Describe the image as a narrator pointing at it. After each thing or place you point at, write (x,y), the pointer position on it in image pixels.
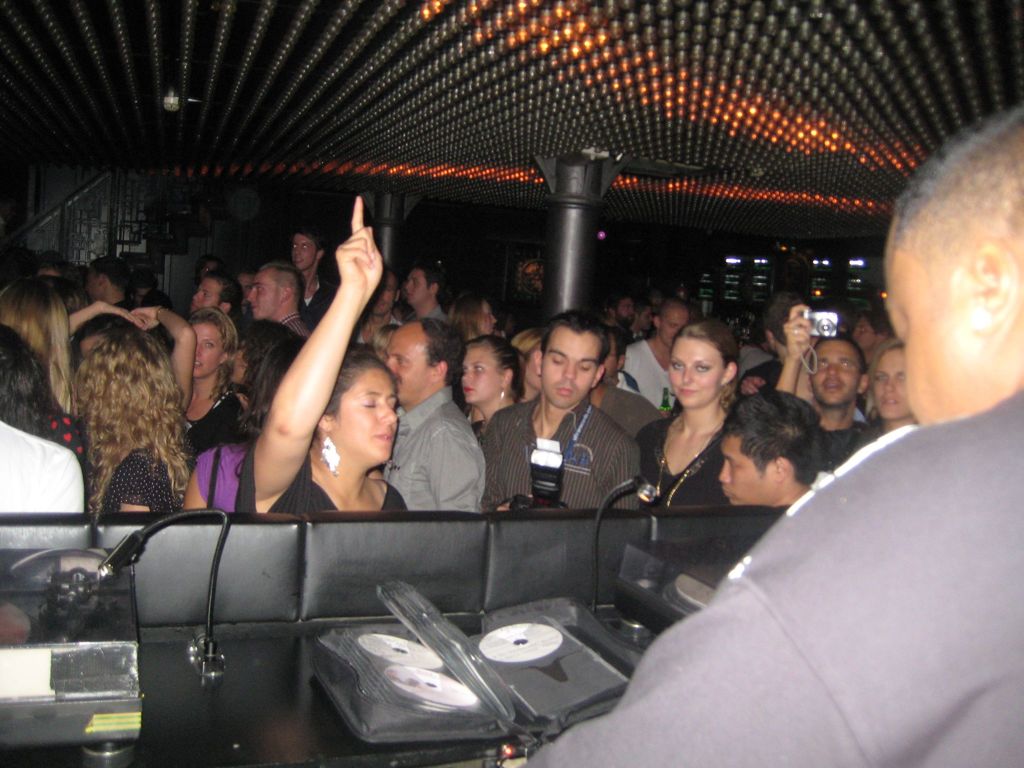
In this image we can see people (458,432) standing on the floor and one of them is holding a camera (541,477) in the hands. In addition to this we can see staircase (113,207), railings (135,235), poles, mic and discs (408,653).
